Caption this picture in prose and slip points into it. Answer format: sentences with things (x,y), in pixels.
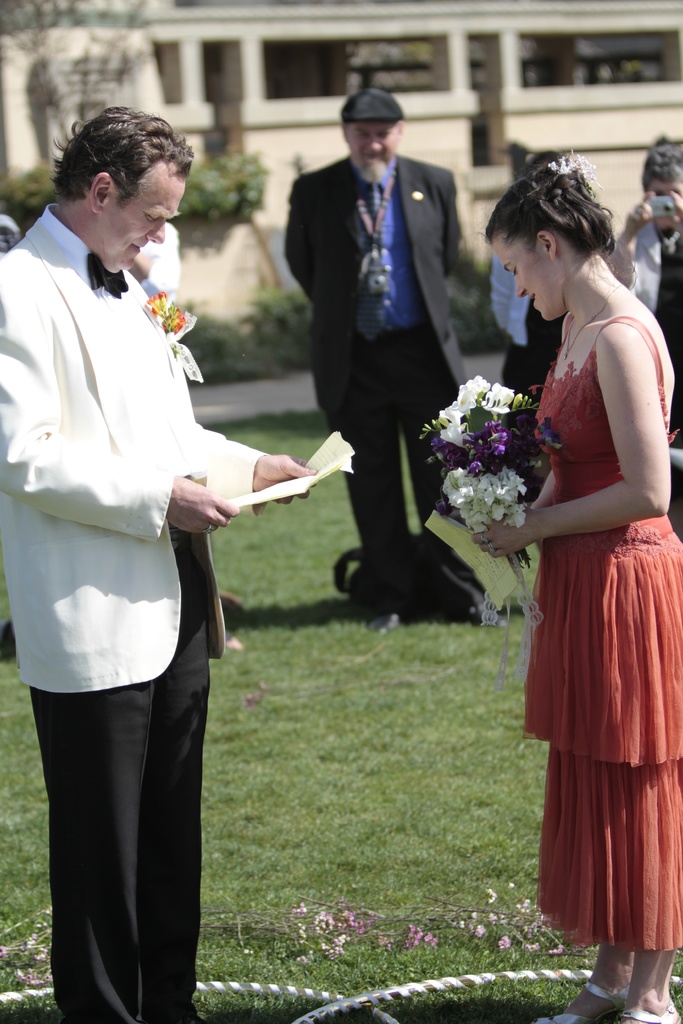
This picture is clicked outside. On the right (587,214) there is a woman (570,346) wearing a dress (618,536), holding a bouquet (513,487) and a book like object (464,545) and standing on the ground (620,1015). On the left (122,302) there is a man (78,225) wearing a blazer (75,453), holding a paper (306,487) and standing on the ground (228,870), the ground (335,827) is covered with the green grass (314,810) and we can see some objects (499,943) are lying on the ground (561,949). In the center (455,347) we can see the group of people (362,292) standing on the ground (477,626). On the right (674,253) there is a person (658,250) holding a camera (658,215), standing and seems to be clicking the pictures. In the background (211,128) we can see the plants (195,312) and a building (295,79).
